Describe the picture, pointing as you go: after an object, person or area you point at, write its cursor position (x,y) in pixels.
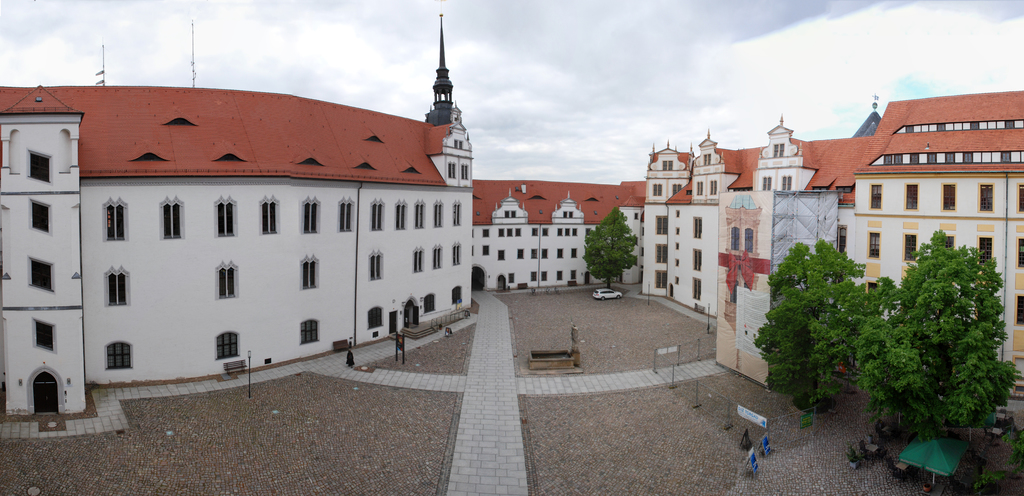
In this image we can see some buildings (434,119) with windows (339,218). We can also see a staircase (423,324), boards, poles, a fence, a roof (381,124), a car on the ground (831,432), a banner (748,213) with the picture (737,317) of a building (735,233) on it, a group of trees (776,312) and the sky (671,130) which looks cloudy.
